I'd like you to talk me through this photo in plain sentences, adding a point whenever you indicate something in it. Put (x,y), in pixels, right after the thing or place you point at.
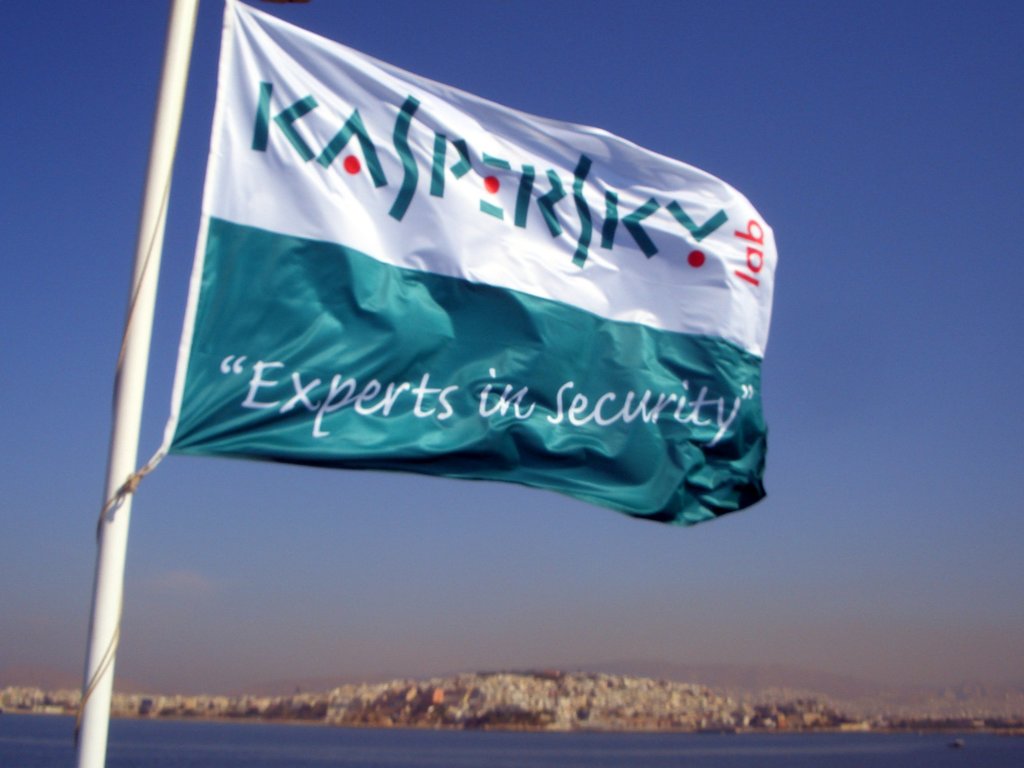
This image consists of a flag (262,286). At the bottom (327,752), there is water (310,747). In the background (479,717) it looks like a mountain (489,687). At the top (763,115), there is sky (116,200).
